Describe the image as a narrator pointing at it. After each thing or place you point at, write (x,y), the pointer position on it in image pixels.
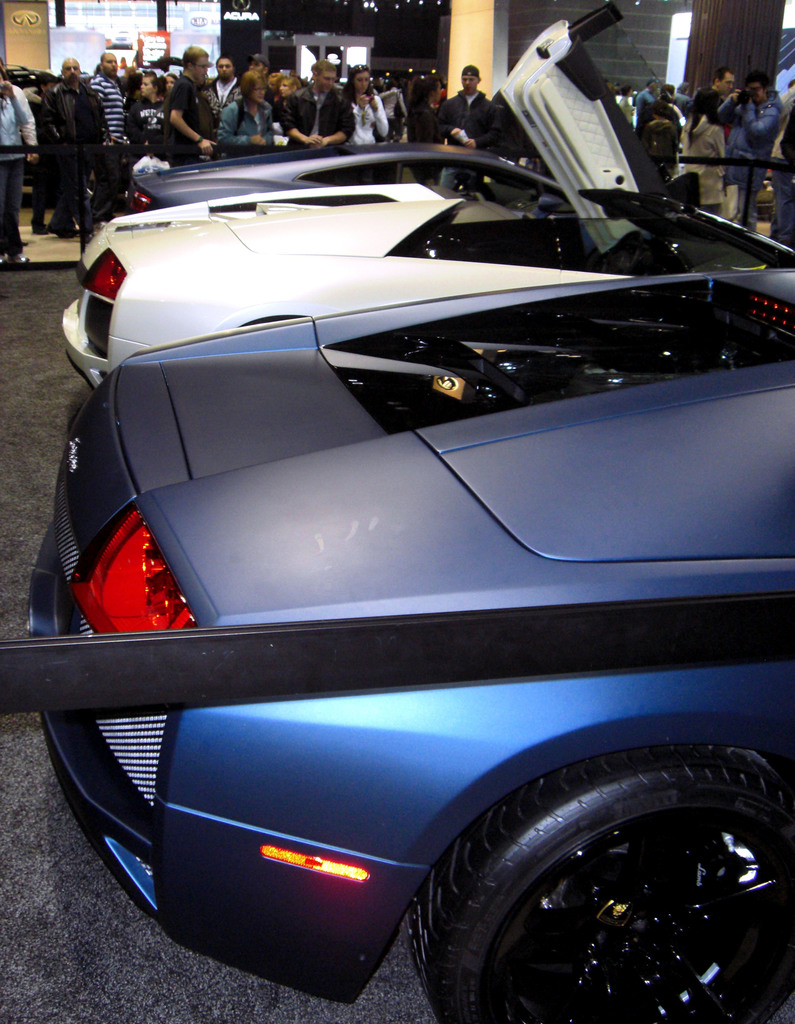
In this picture we can see so many cars (283,463) are parked in one place, around the cars (451,236) there is a belt (123,635) some people (323,117) are standing and watching the cars (211,588).
